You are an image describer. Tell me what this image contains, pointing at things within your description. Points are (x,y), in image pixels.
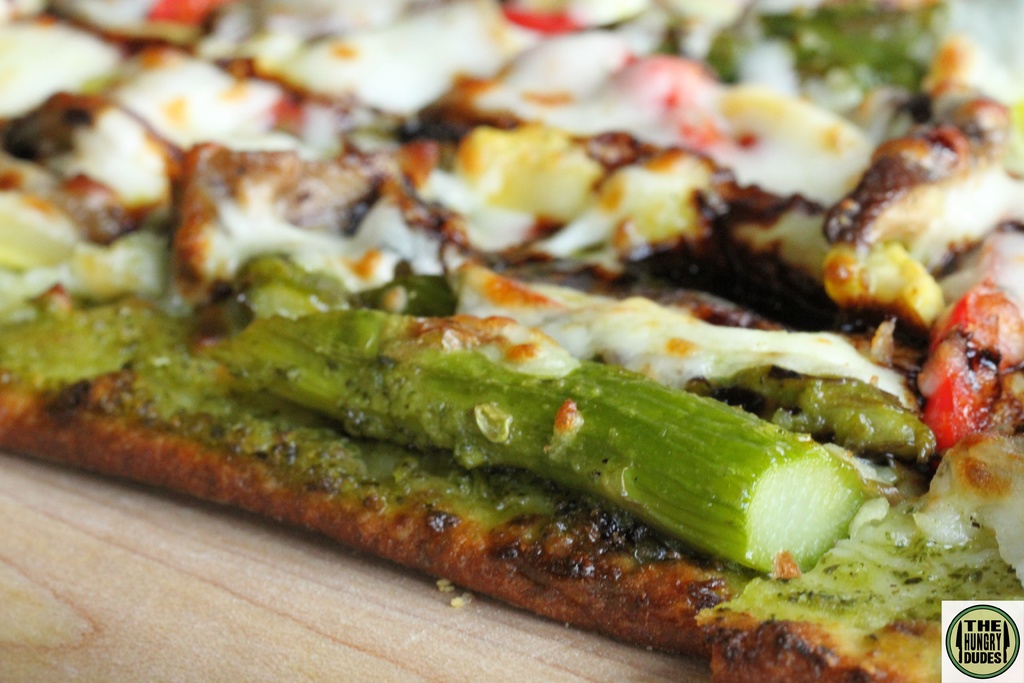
In the picture I can see some food item (309,432) is placed on the wooden surface (88,572) and this part of the image is slightly blurred. Here we can see some logo (995,659) on the bottom right side of the image (972,638).
